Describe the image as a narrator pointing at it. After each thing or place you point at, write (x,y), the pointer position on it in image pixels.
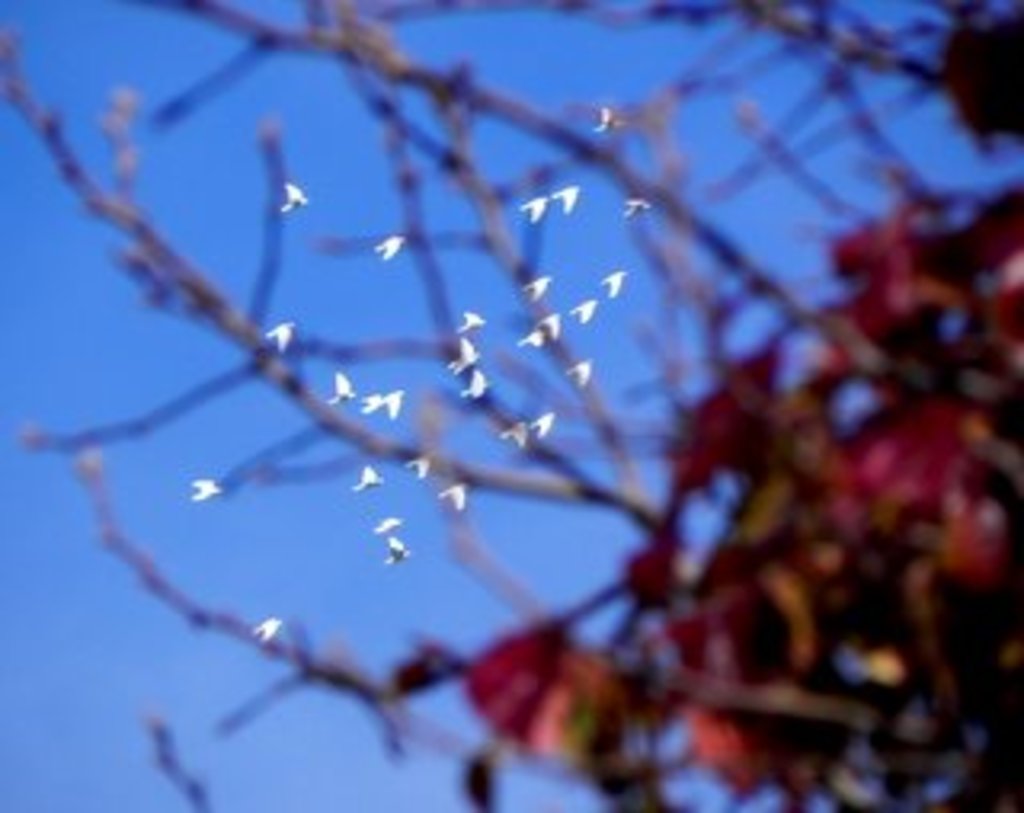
In this image there are branches (677,291) of a tree (494,475), at the top of the image (634,213) there are few birds (534,283) flying in the sky (59,701).
